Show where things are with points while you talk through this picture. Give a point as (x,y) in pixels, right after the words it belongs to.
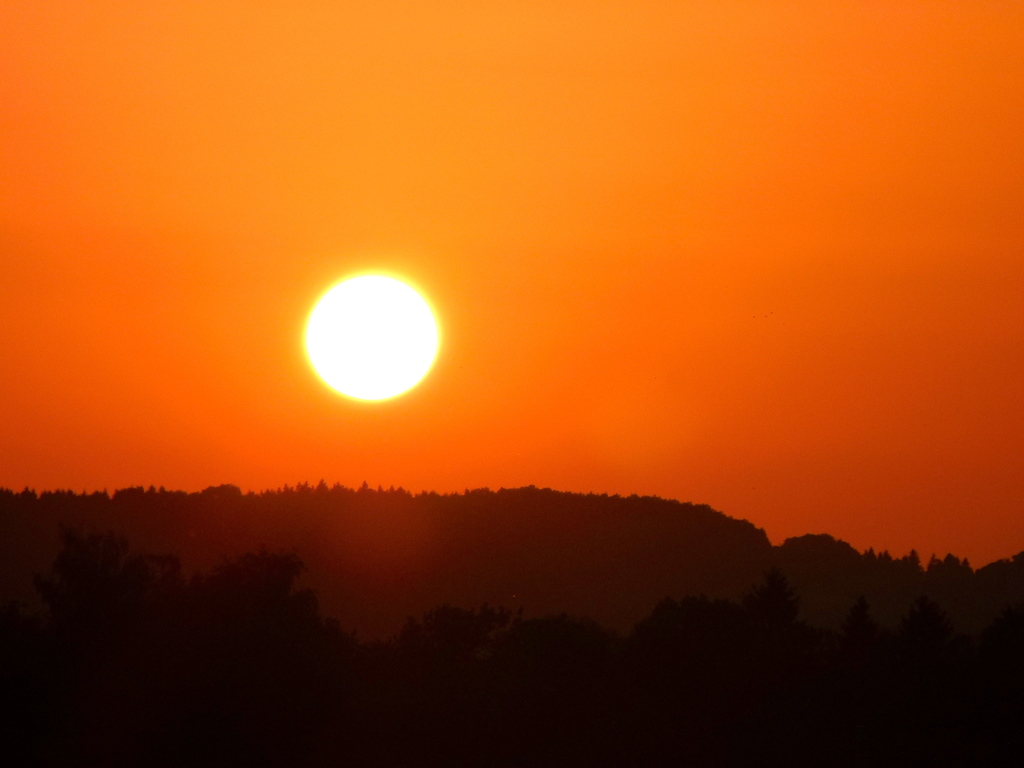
In this image we can see sun (409,291) in the sky (196,438) and in the background (464,663) we can see group of trees (457,718).
